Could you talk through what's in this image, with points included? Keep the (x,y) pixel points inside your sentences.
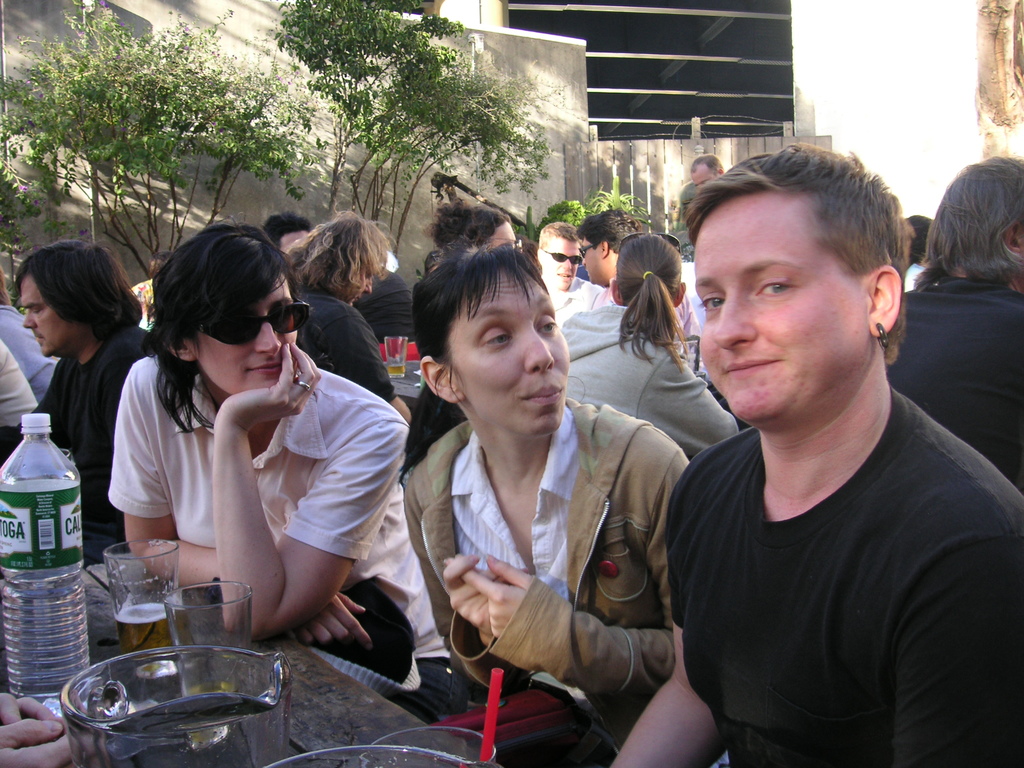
In this image there are a group of people (560,252) sitting and in the foreground (145,602) there is one table (108,650), on the table (110,613) there are some glasses (159,633), bowls (170,656), bottle (43,475). And in the background (122,108) there are buildings (747,123), trees (410,153) and plants (90,150).
